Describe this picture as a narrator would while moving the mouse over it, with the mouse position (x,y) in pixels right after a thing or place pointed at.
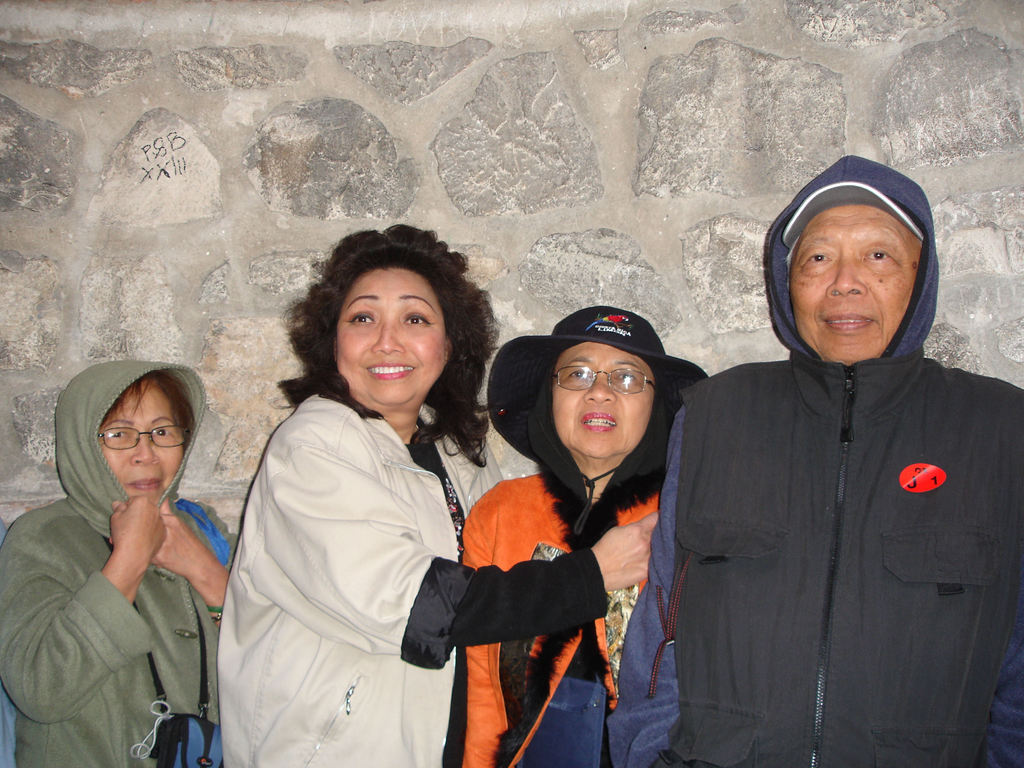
In this picture I can see there are four people (614,588) standing and wearing a coat (793,361) and there is a wall (217,274).
